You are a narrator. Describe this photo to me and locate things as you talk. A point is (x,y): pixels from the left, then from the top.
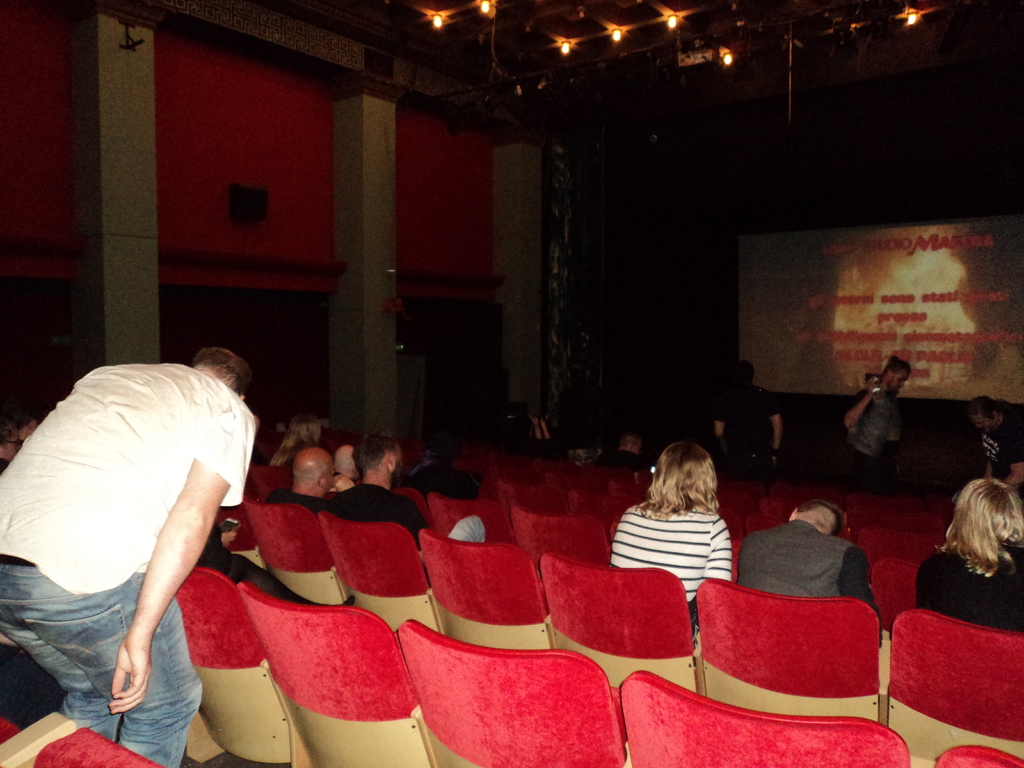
In this picture there is a man (151,450) who is wearing white shirt (70,514) and jeans (99,696). He is standing near to the chairs (216,695). On the right (853,407) there is a man (867,406) who is holding a water bottle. in the center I can see many people (950,593) were sitting on the chair (652,656). in the background (979,302) I can see the projector screen (772,304). At the top (938,6) I can see many lights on the roof (566,9).
